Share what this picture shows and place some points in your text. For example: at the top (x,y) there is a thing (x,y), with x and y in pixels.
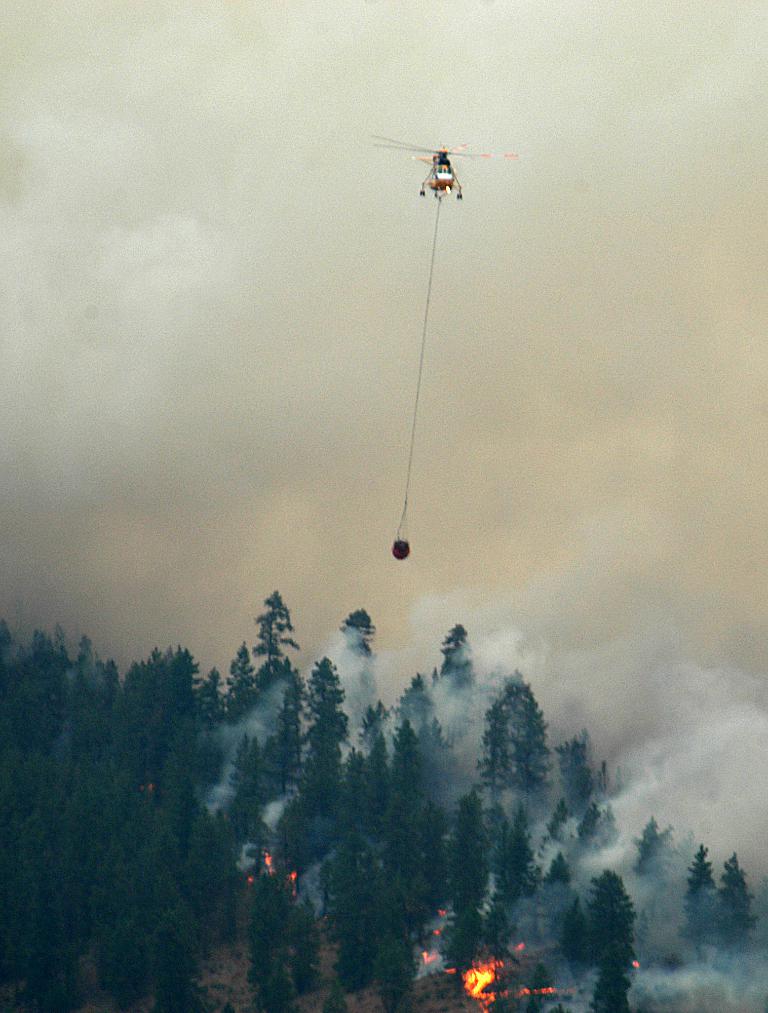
In this picture we can see an object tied with rope (438,214) to the helicopter (433,150) and we can see a helicopter (429,159) in the air (469,128). We can see trees (407,724), smoke (467,746), fire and sky (164,272).
